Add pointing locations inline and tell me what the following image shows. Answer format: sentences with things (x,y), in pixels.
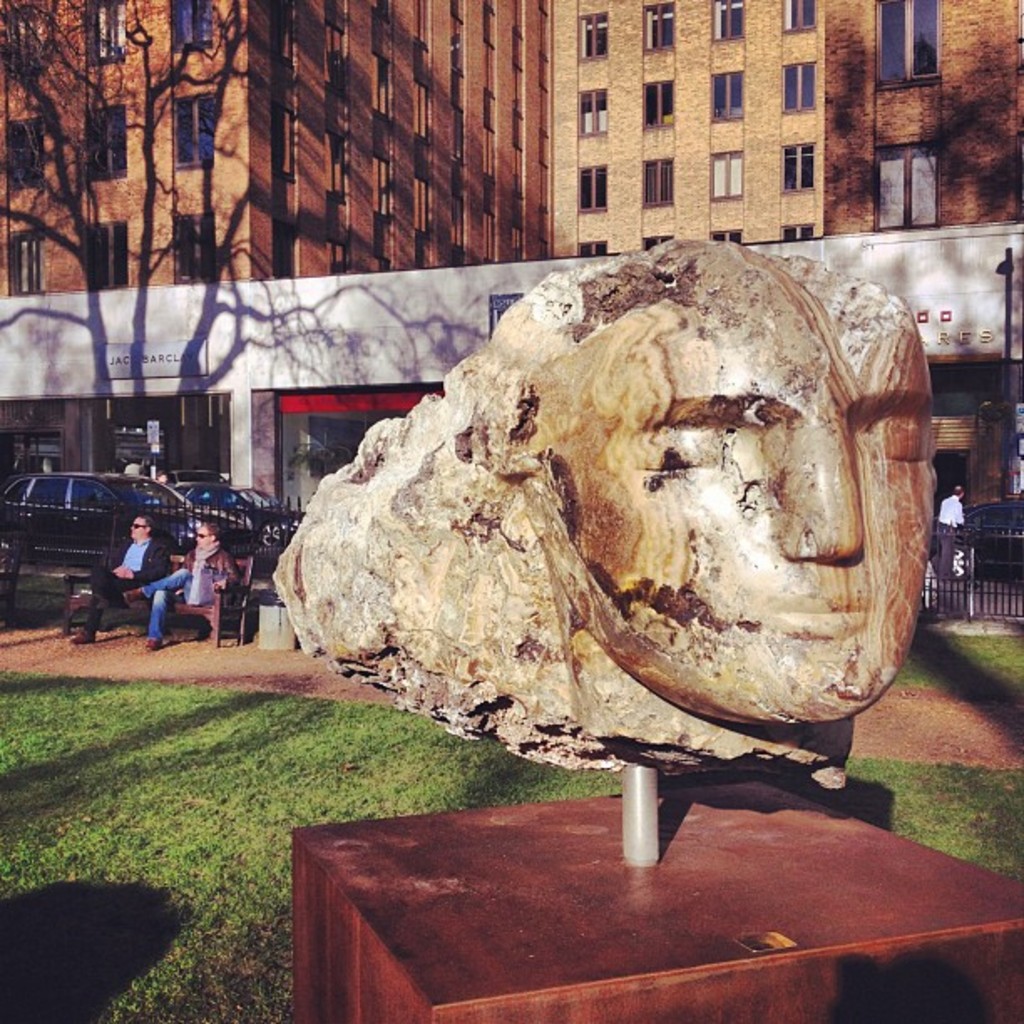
There is sculpture (717,610) in front of the building (725,8) and behind the sculpture (413,632) there is a bench (213,611) and two people (210,595) are sitting on the bench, next to them there are two vehicles (228,498) and on the building (69,114) there is a shadow (66,163) of a dry tree (83,226).
